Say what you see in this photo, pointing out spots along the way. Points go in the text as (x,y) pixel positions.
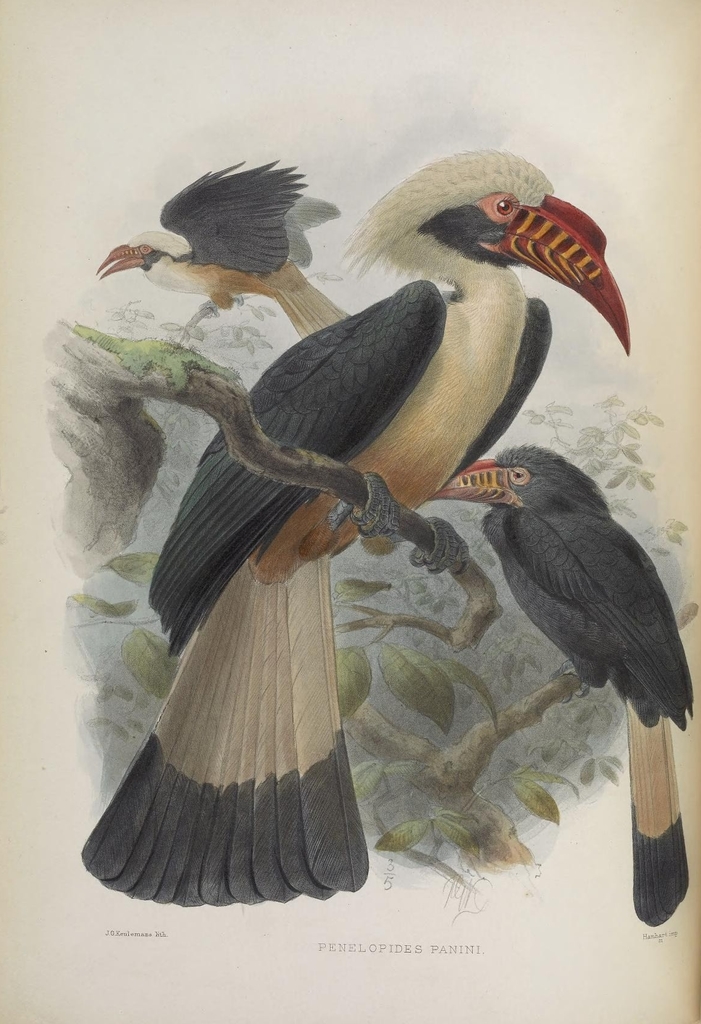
In this image, we can see a painting (303,400) on the white surface (664,1018). Here we can see few birds (324,515) on the tree stems (123,361). In this picture, we can see leaves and some text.
